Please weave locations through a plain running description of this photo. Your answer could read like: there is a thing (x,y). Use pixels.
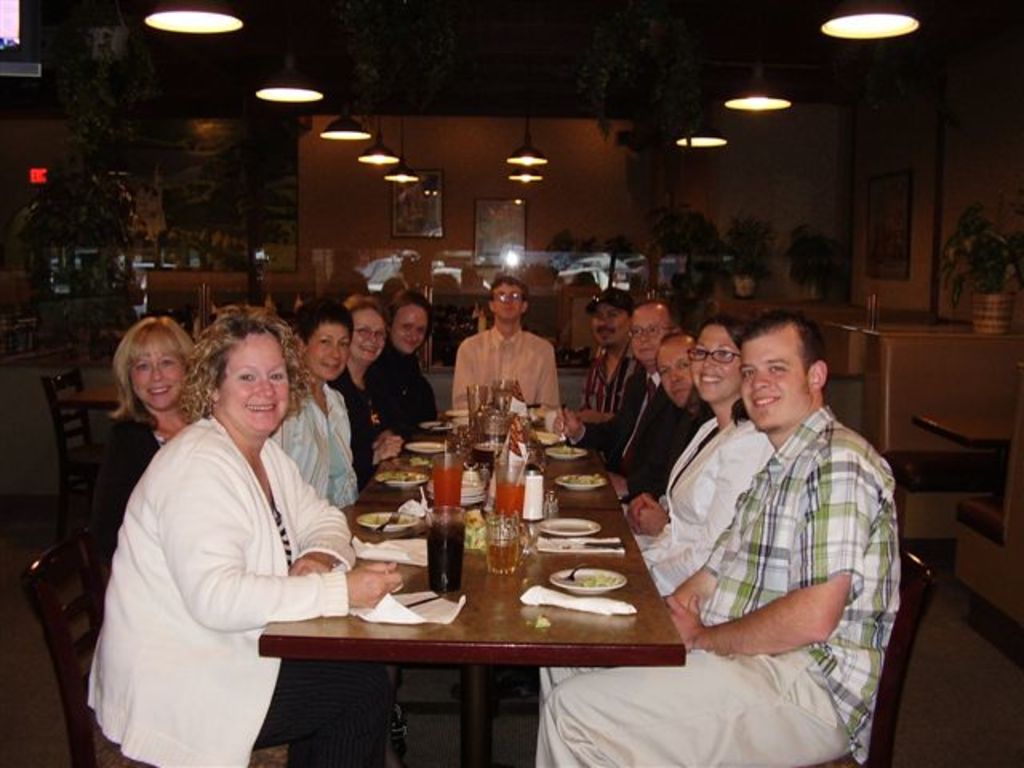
A group of people (322,364) are sitting around a table (652,635) and having food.
